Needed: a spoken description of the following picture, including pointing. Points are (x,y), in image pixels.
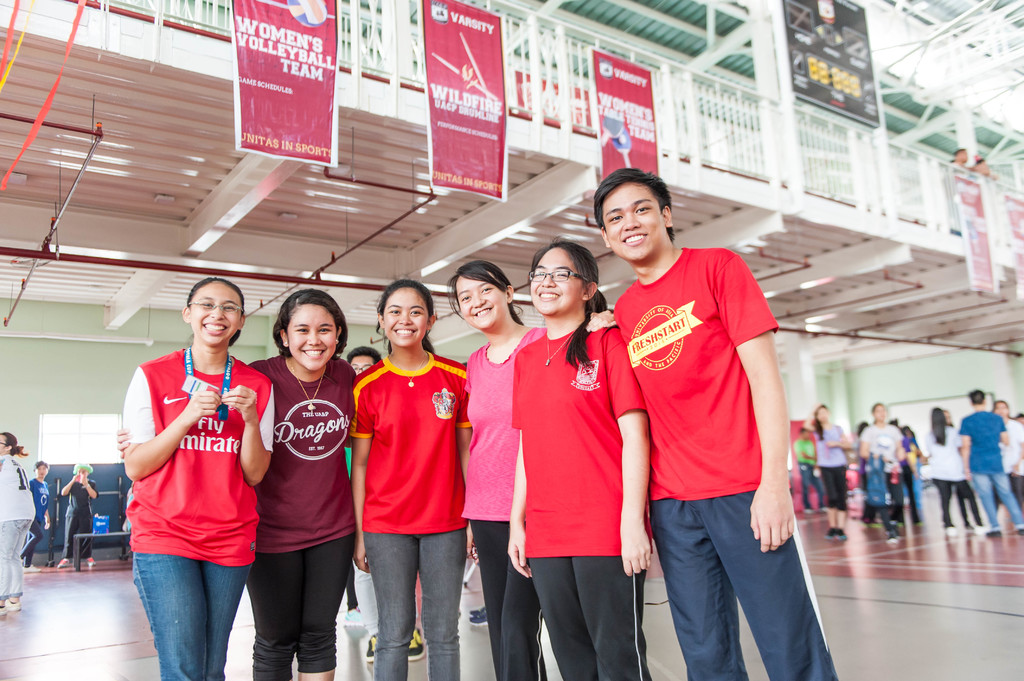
In this image in front (770,388) there are people (500,489) wearing a smile on their faces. Behind them there are a few other people (843,508) standing on the floor (962,611). In the background of the image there are banners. There is a metal fence (805,144).
